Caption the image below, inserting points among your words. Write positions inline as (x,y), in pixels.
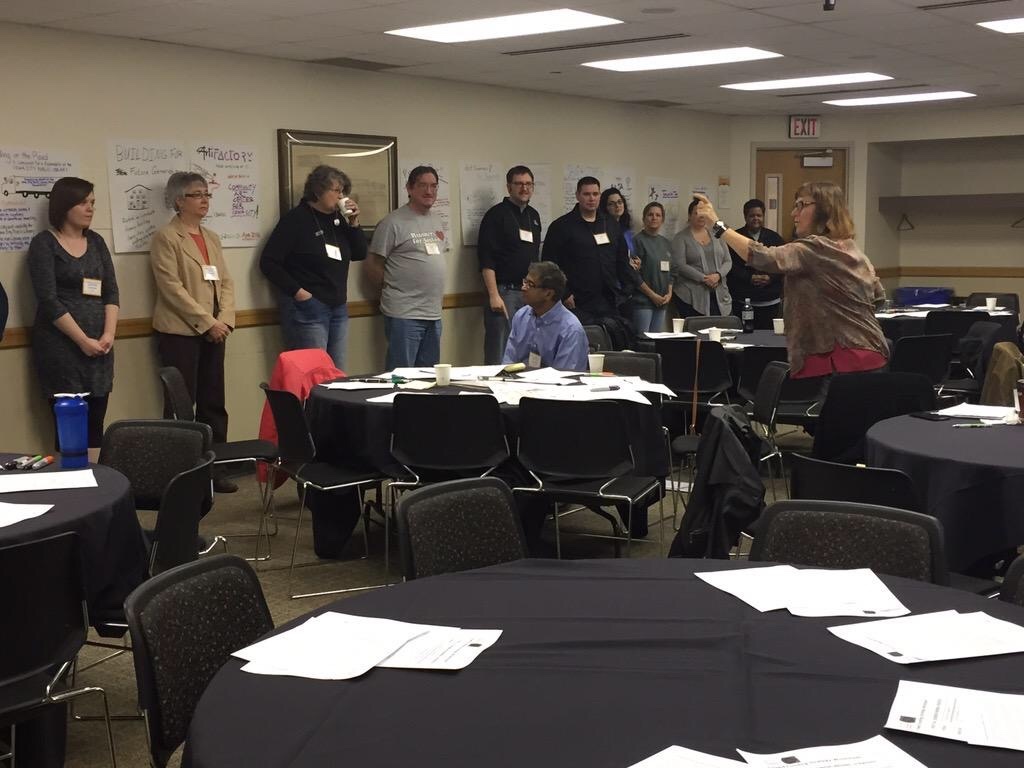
In this image there are group of people (275,287) who are standing on the left side (318,261) and in the middle (397,497) there are some tables (357,390) and chairs (155,458) are there. On that table (110,471) there are some papers (869,650), cups (598,362), are there and on the top (606,23) there is ceiling (754,39) and some lights (734,53) are there and in the middle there is a wall (462,123) and one photo frame (362,157) is there and on the right side (795,173) there is one door (781,181).
